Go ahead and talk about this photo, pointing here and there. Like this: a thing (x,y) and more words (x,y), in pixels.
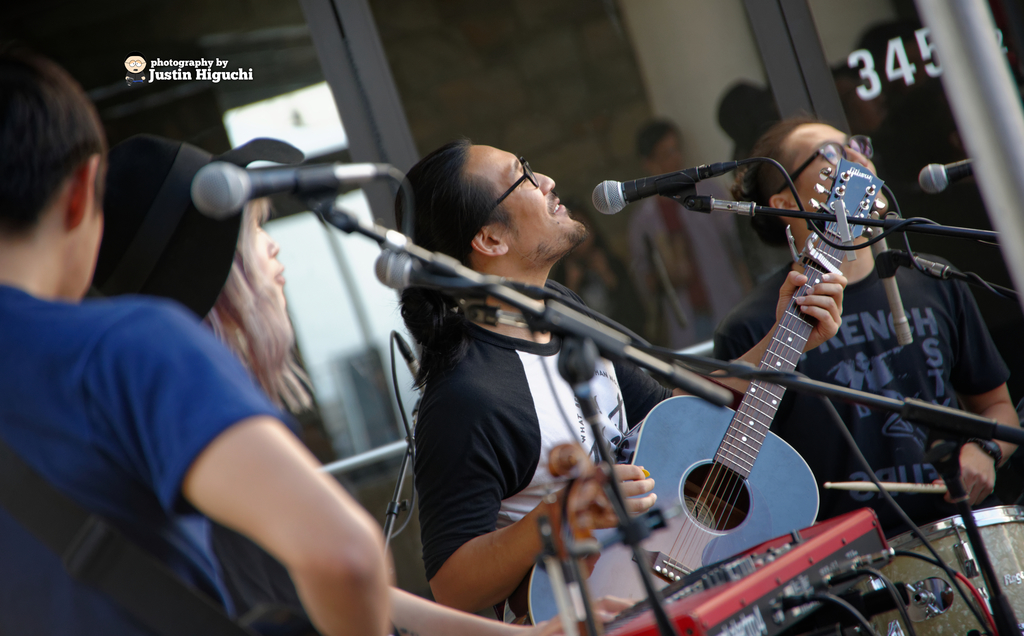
This 4 persons (15,187) are highlighted in this picture. This 4 persons (418,335) are playing musical instruments (677,473). This is a mic (274,171) with mic holder (469,272). Four the persons (790,138) are standing.
